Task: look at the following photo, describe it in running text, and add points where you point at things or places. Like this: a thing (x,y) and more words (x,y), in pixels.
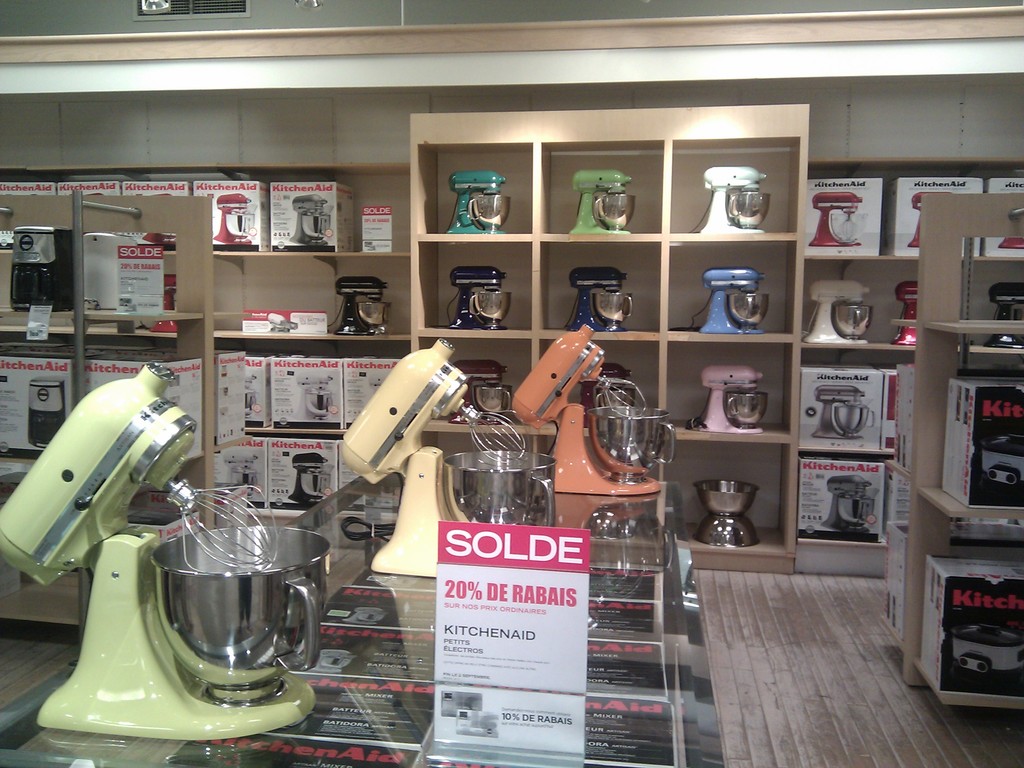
In this image, we can see blending machines (587,457) on the glass surface (635,690). Here there is a board (496,629). Background (1018,643) we can see few machines (840,314), boxes (1003,490) in the racks (492,339). Here there is a wall (870,147) and floor (790,664).
